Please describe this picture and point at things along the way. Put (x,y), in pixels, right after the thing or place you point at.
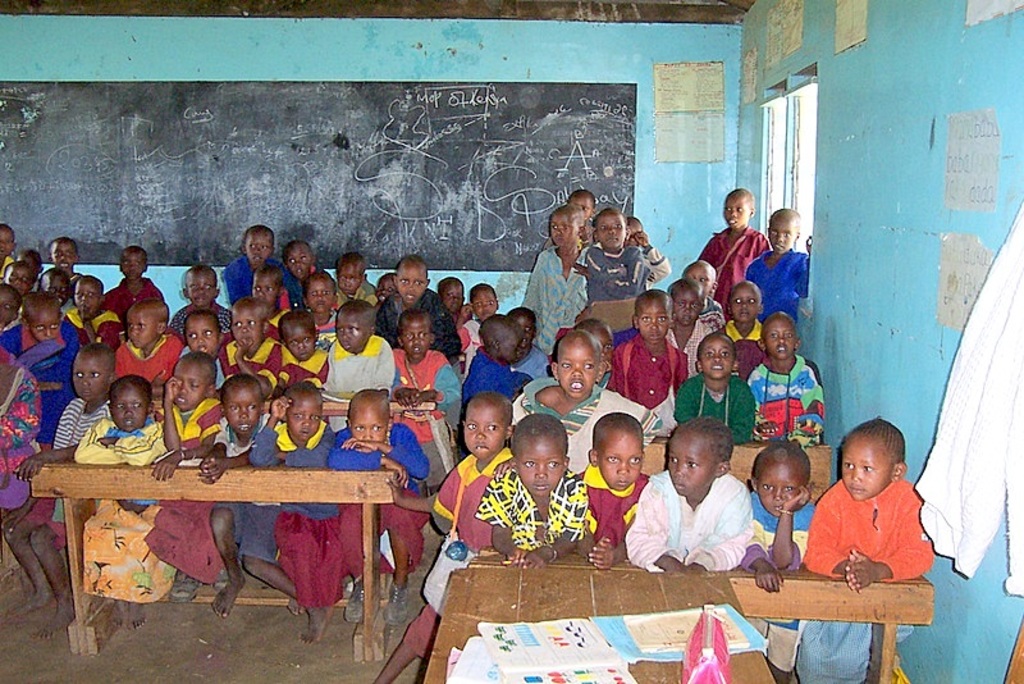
This image is taken inside the classroom (360,370) where the students (380,466) are sitting and standing. In the background (358,139) there is a black board (359,143) and a wall (565,63) there are papers (706,93) attached to the wall (824,58). In the front (564,599) on the table (565,606) there are some books (545,652) and a purse (703,647). At the right side (992,434) there is a white colour cloth (993,409) hanging and a window (794,145).
